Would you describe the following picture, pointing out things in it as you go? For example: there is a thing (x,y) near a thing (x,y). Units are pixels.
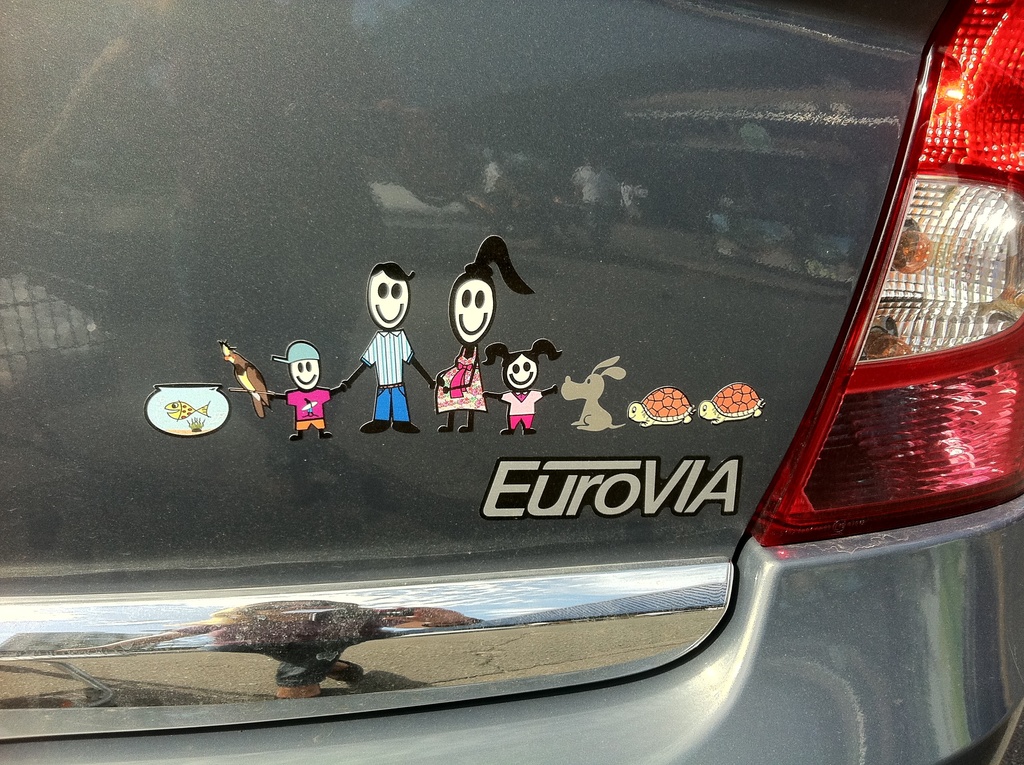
In this image there are cartoon stickers (508,390) and name (606,480) of a car (618,519) on the backside (687,283) of the car (808,449). There is a tail lamp (970,235).
